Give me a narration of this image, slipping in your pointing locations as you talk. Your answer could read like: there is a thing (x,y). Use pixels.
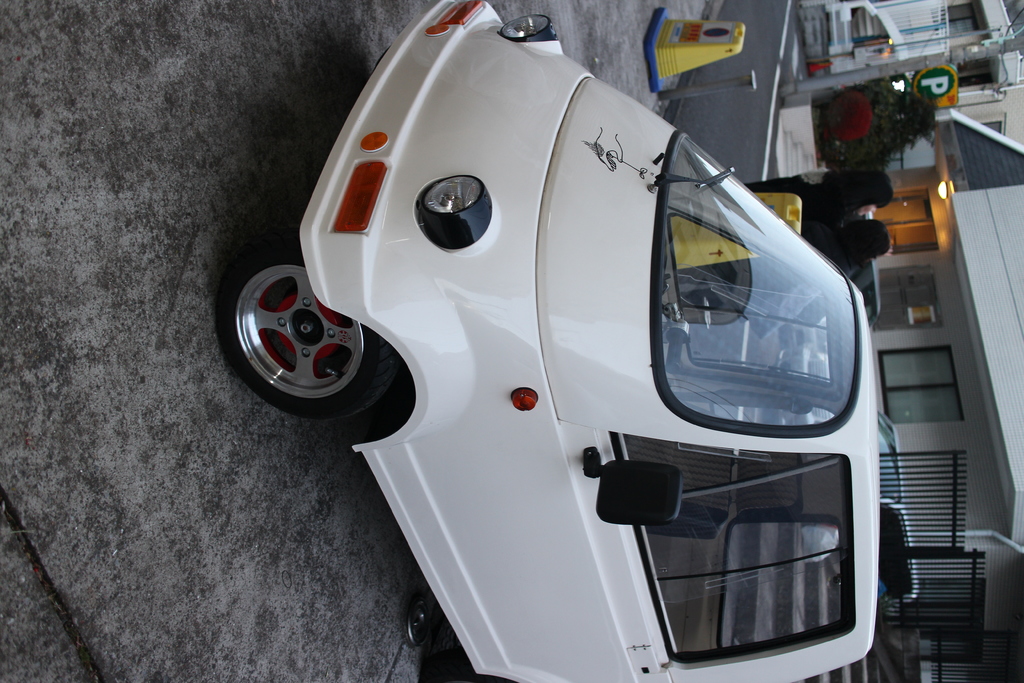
In this image, we can see white vehicle (558,513) is parked on the road (184,425). Background (734,127) we can see poles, stairs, grills (906,517), houses (982,457), walls (903,434), windows (886,397), plants (873,144), lights (941,187), board (921,82), road (746,113) and few objects (655,47).
